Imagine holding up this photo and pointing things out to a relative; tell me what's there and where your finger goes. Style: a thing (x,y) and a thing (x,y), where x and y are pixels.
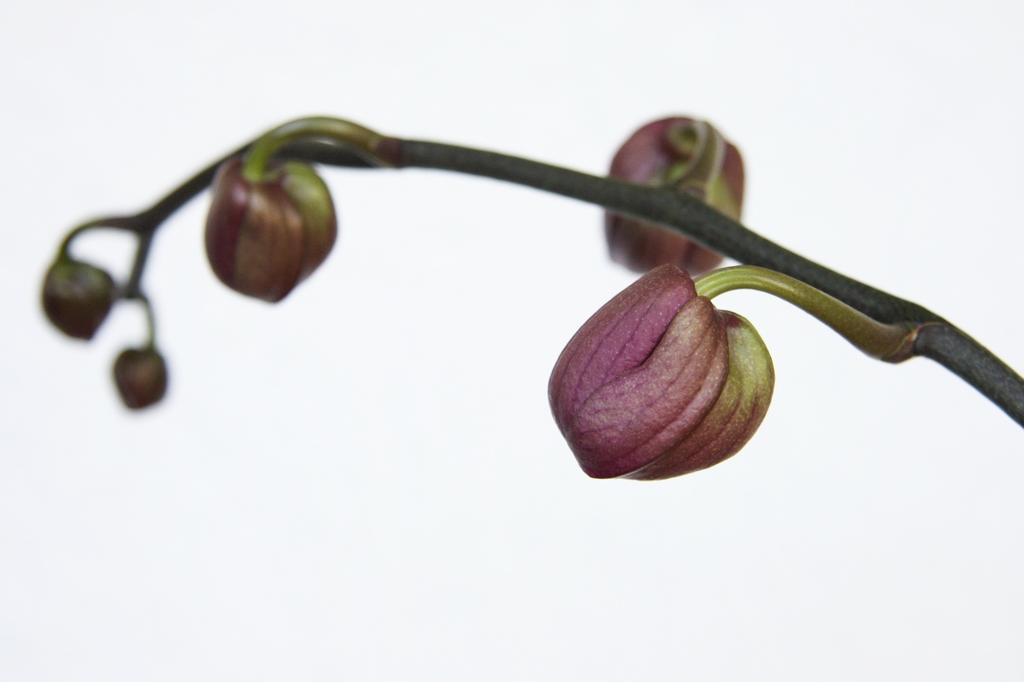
In this image I can see few flower buds (679,367) which are pink in color to a plant (315,151). I can see the white colored background (956,183).
